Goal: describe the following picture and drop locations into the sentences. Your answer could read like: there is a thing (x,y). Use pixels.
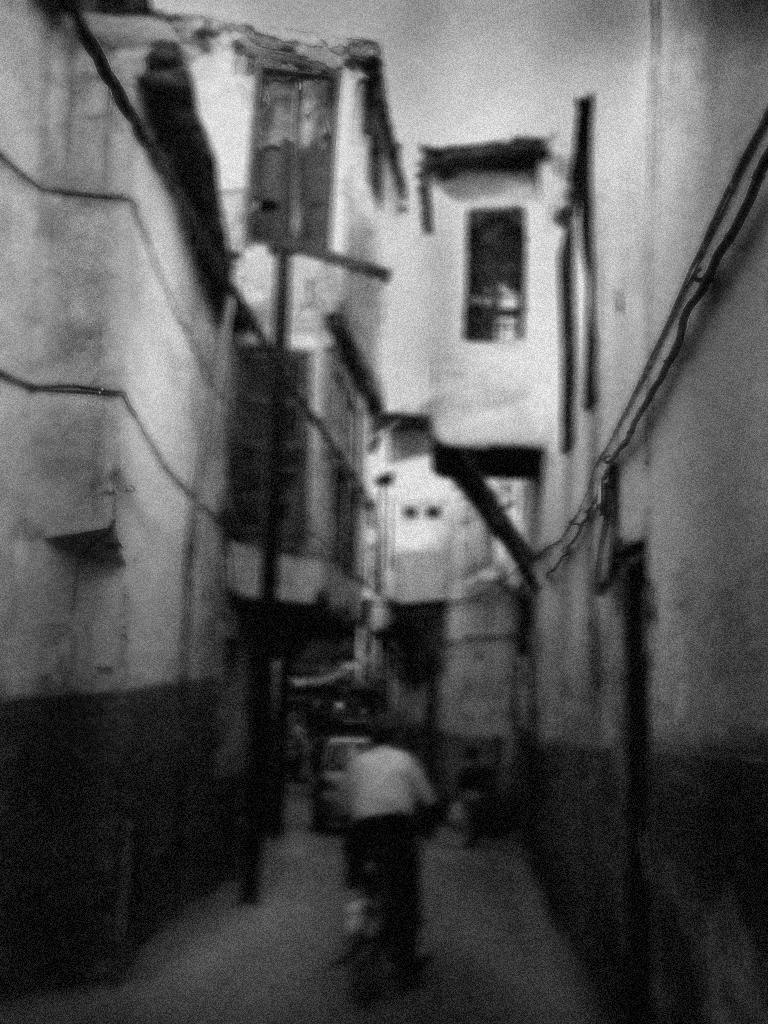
It is a blur image. In this image, we can see few houses (347,628), walls (145,636), poles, vehicle (345,761). At the bottom (376,858), we can see a person (376,858) is riding a vehicle (374,947) on the path (296,964). Top of the image (536,46), there is a sky (541,79).
